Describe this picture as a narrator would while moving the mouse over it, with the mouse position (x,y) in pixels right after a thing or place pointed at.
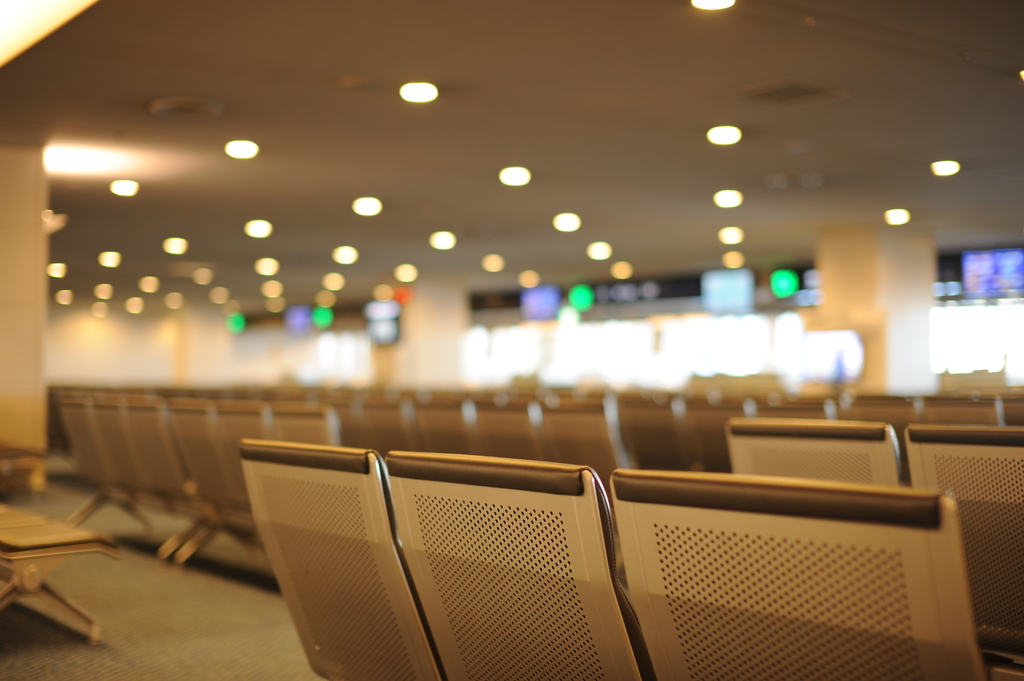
In the picture we can see a hall (21,420) with full of joint chairs (875,556) and to the ceiling (243,279) we can see, full of lights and in the background (441,317), we can see some pillars (906,338) and behind it we can see some shops (749,332) which are not clearly visible.
